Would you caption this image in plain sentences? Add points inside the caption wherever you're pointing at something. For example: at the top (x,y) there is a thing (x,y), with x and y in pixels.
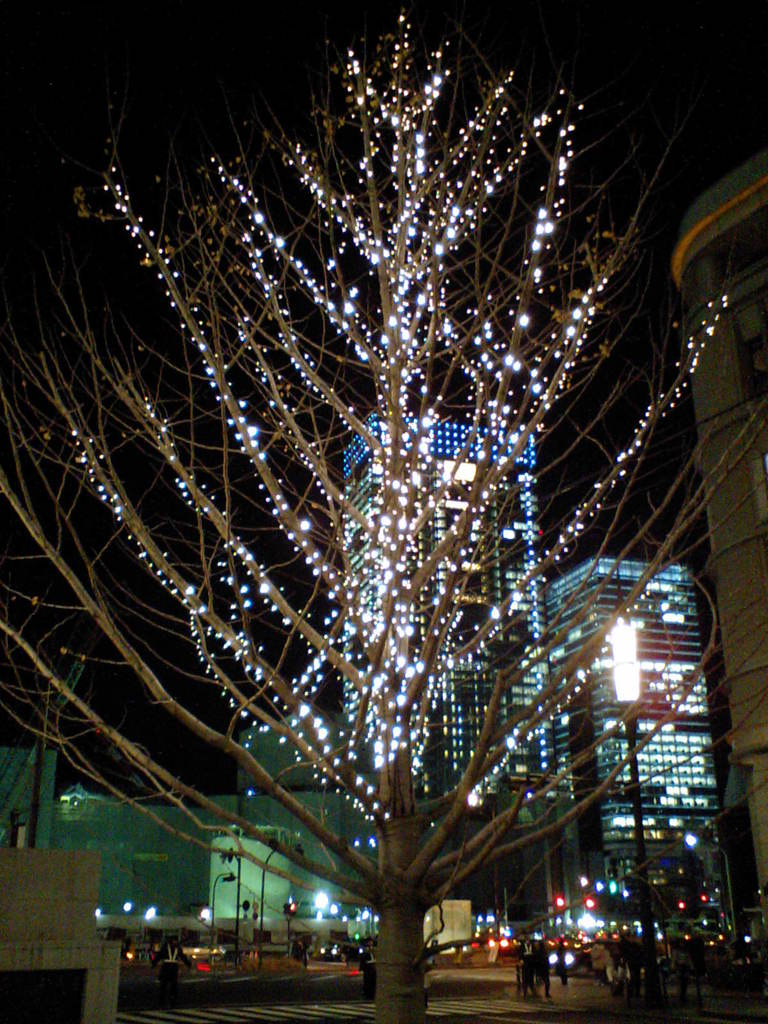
In this image I see a tree (384,420) over here on which there are lights (430,225) and I see the road (494,998) and I see number of people (541,979) and vehicles (351,956). In the background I see the buildings (764,316) and I see the light poles (611,645) and I see that it is dark in the background (496,253).
